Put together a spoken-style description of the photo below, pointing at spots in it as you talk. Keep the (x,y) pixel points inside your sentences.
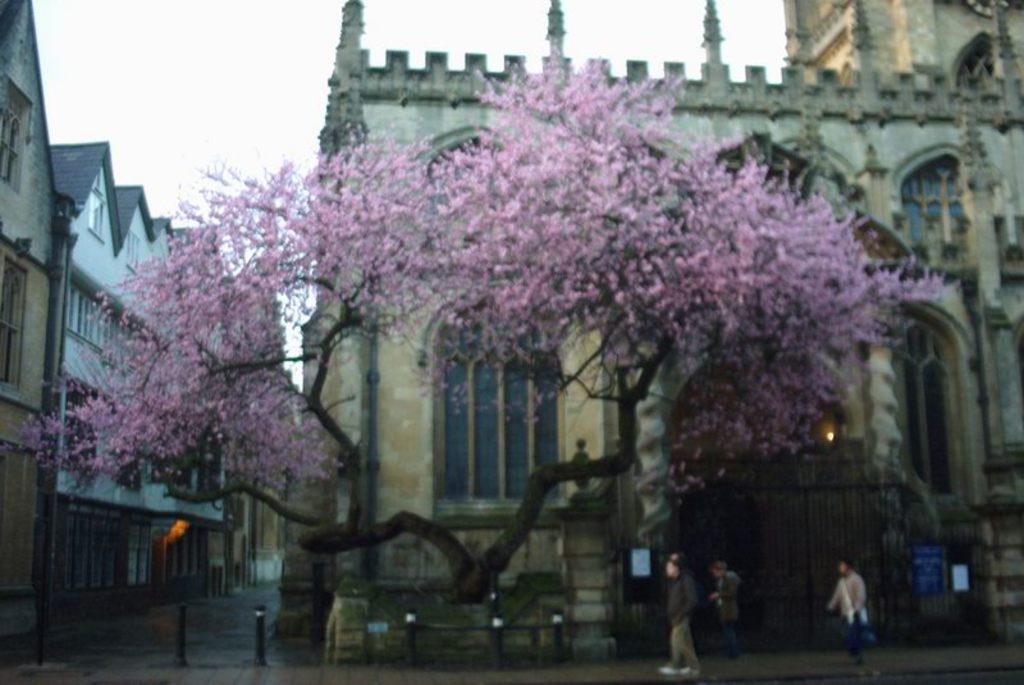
In this image, we can see tree (366,534), buildings (405,446), walls (405,474), windows (157,556), glass objects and light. At the bottom (671,665), we can see poles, boards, grille (816,538) and few people (850,637) on the walkway (780,671). Background (319,108) we can see the sky (257,100).
